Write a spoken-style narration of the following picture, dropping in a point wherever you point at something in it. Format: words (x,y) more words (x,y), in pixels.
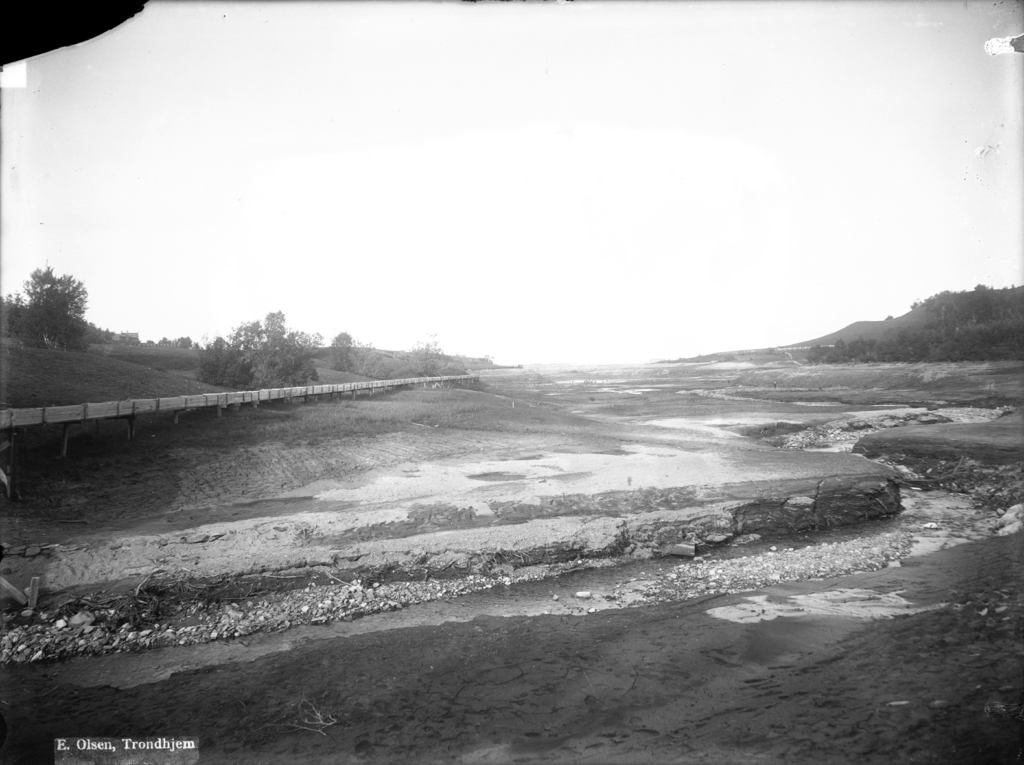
In this image we can see bridge (183,411), ground (279,474), trees (221,366), plants (416,367), hills (829,339) and sky (442,237).
